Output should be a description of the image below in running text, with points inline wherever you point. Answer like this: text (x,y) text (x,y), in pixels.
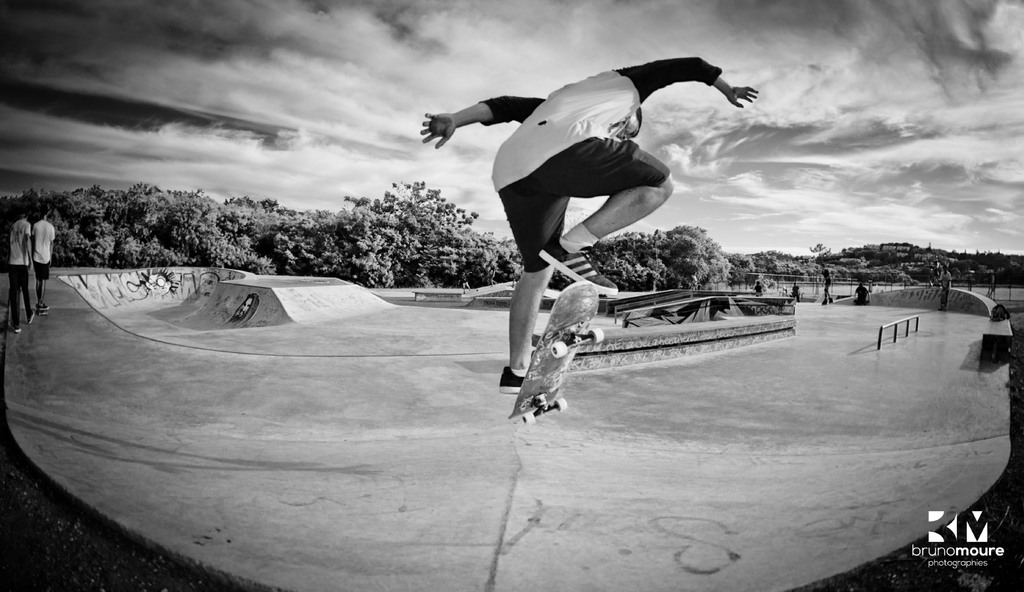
In the image we can see there is a person (531,130) jumping from the skateboard (540,363) and there are other people (24,247) standing at the back (40,270). Behind there are lot of trees (478,247) and the image is in black and white colour.
